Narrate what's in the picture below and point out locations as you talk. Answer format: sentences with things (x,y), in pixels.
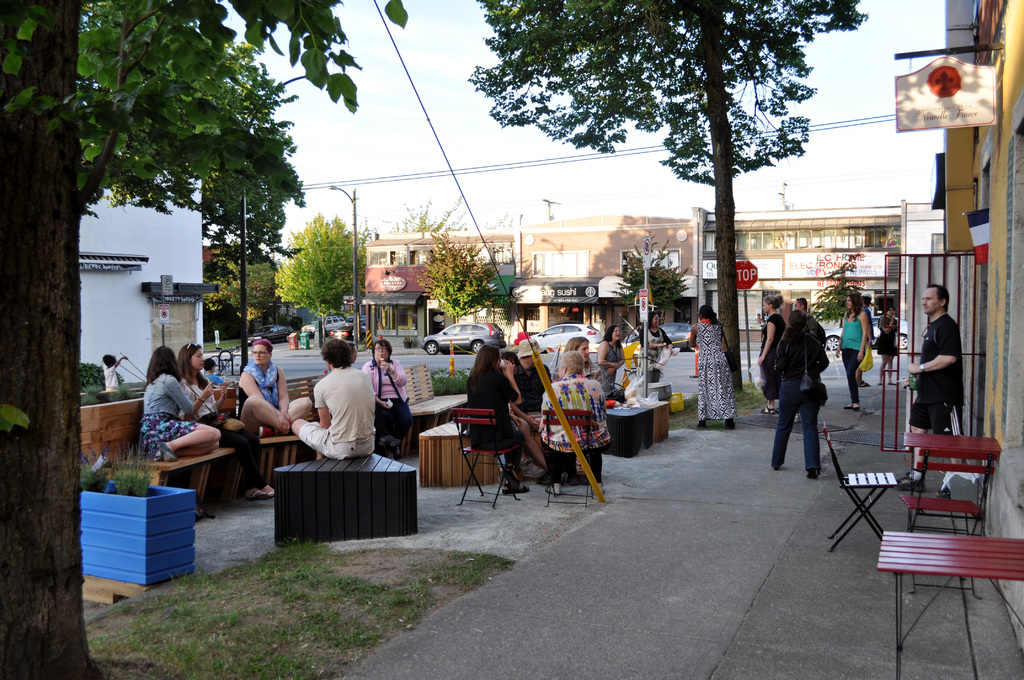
In this image we can see men (925,351), women (883,337) are sitting and standing. Right side of the image (937,550) one man (950,341) is standing and table-chair (937,515) is there. Background of the image (774,259) trees (440,237), buildings (761,240), cars (333,332) and poles (356,268) are there. Left side of the image (39,231) one tree (76,407) and plants (121,484) are there. At the top of the image (409,97) sky (462,142) is present.
